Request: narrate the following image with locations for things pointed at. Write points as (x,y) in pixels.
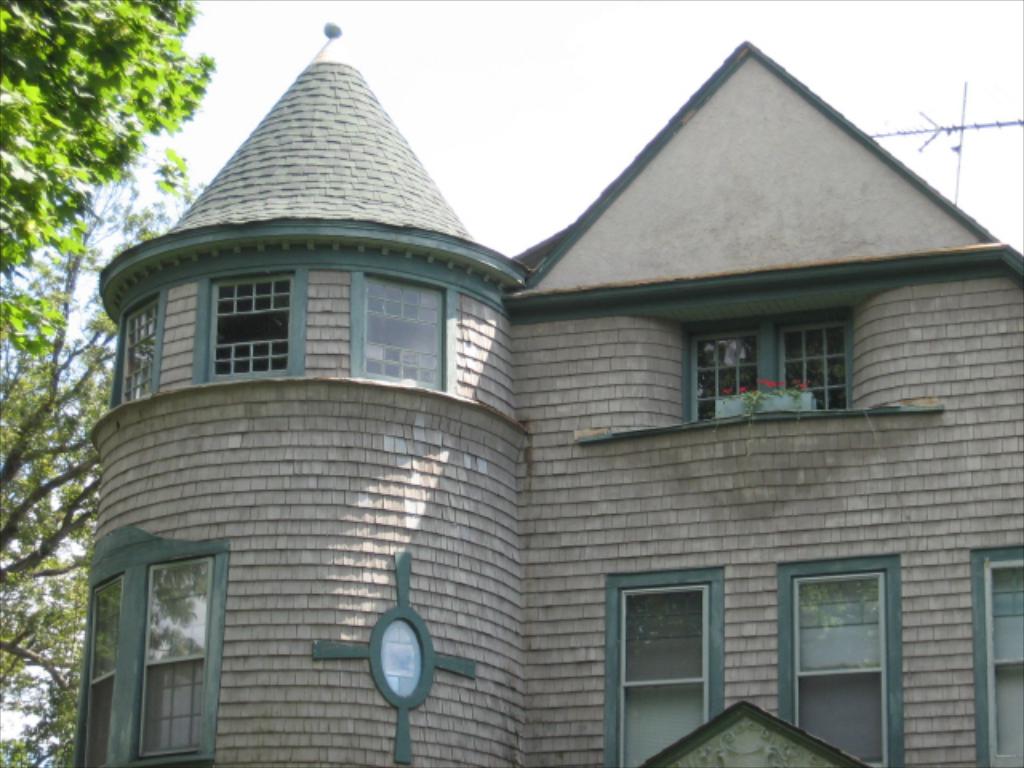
In the center of the image (524,371) we can see a building (416,622) and there are windows (221,651). On the left (167,178) there is a tree (105,115). At the top (575,22) there is sky (473,51).
